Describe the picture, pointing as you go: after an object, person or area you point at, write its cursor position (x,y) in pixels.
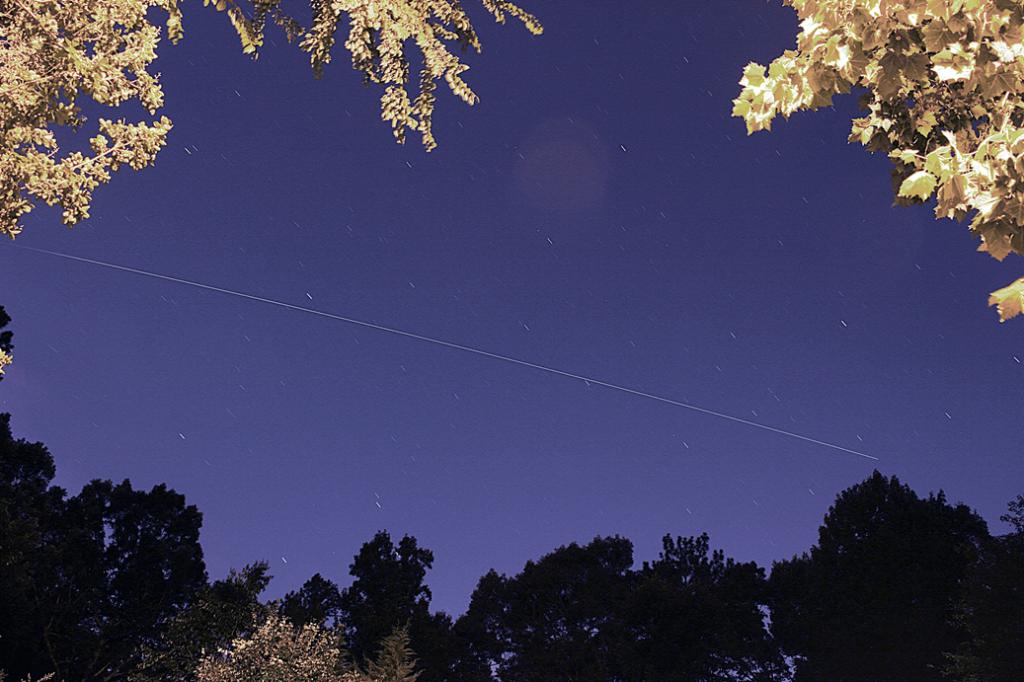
This picture describe about the night view of the sky (400,390). In front there is a shooting star (54,252) in the sky (295,459). In the front (218,640) bottom side of the image (455,641) there are some trees (619,584).
